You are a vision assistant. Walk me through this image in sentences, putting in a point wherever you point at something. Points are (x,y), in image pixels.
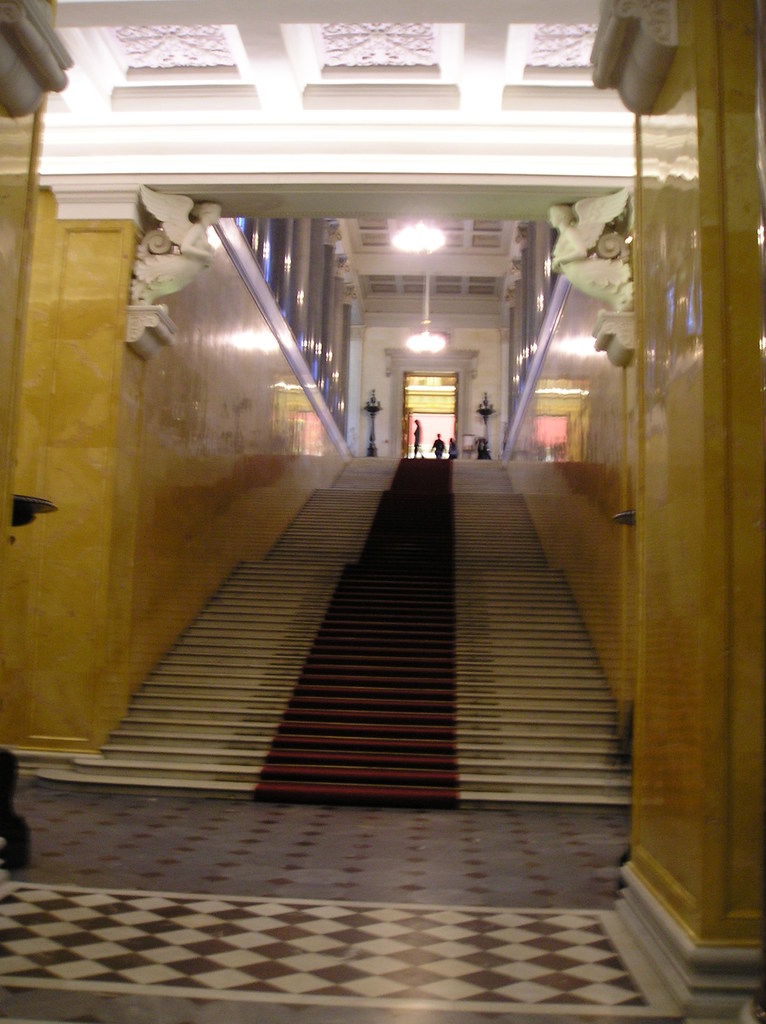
In the foreground of this image (306,929), there is floor (326,933) and two pillars (725,461) on either side of the image. In the background (403,588), there are stairs (393,610), pillars (314,316), lights (436,235) to the ceiling (449,280) and an entrance (452,403) having two objects (374,420) on the either side.
